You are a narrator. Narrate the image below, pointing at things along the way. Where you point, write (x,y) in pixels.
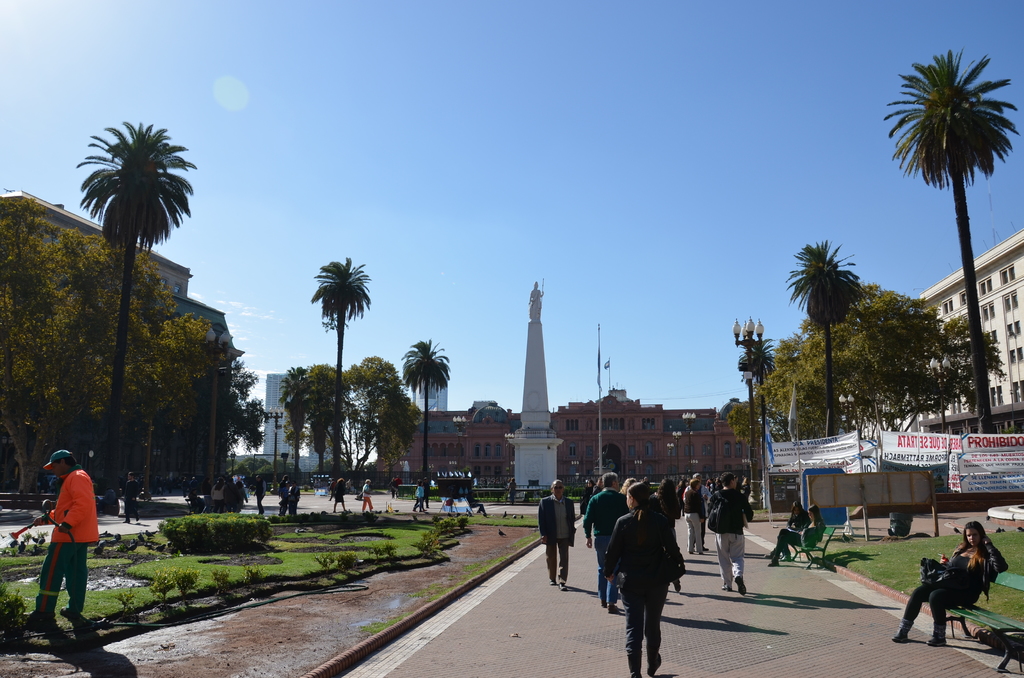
In this image we can see the buildings (452,416), trees (821,339), plants (237,524), grass (306,538), light poles (753,336), flags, banners (776,447) and also the statue (548,464). We can also see the people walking on the road (760,669) and we can see a few people (940,589) sitting on the benches (999,573). We can see the birds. On the left (57,573) we can see a man (51,562) wearing the cap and holding an object (13,537) and watering the plants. In the background (348,250) we can see the sky (549,153).
